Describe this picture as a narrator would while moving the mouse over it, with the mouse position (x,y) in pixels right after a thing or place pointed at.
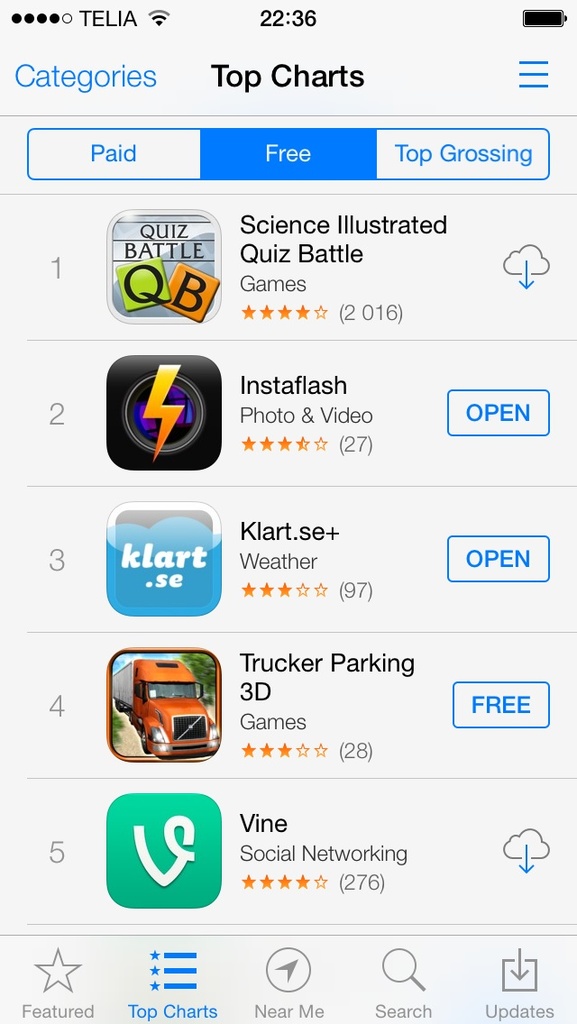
This is a web page (325,388) and here we can see apps (158,527) and some text (253,72).
